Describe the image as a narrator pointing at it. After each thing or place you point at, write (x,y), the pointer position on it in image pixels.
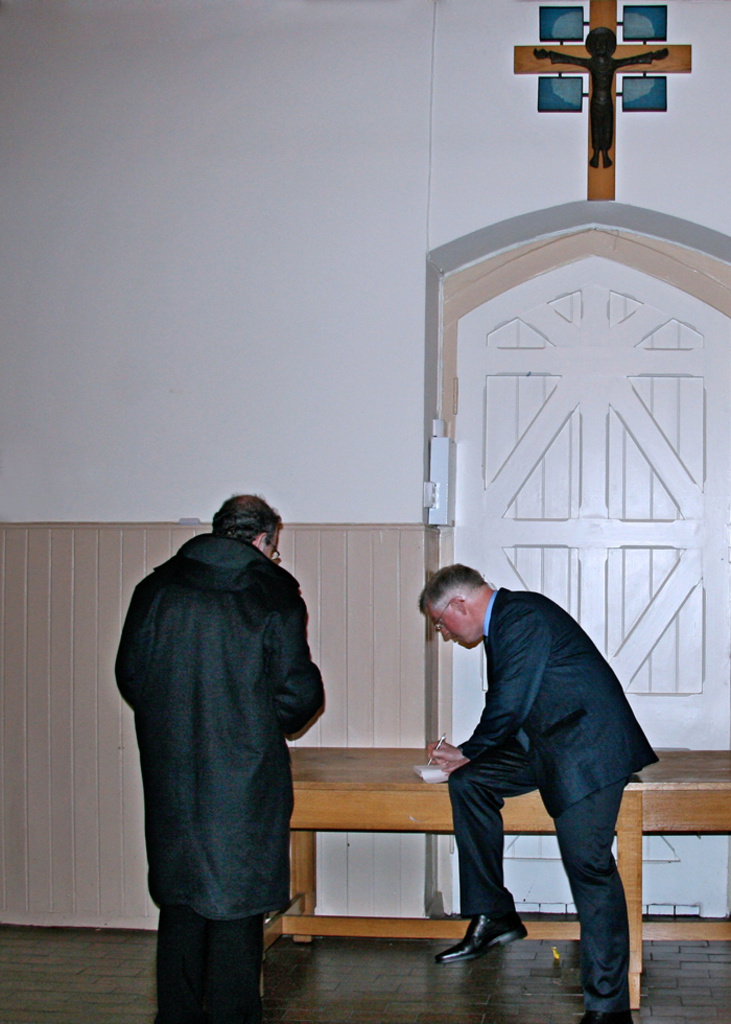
this picture shows two men (176,1018) a man (184,626) standing and a man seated on table (446,802) and writing on a paper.
